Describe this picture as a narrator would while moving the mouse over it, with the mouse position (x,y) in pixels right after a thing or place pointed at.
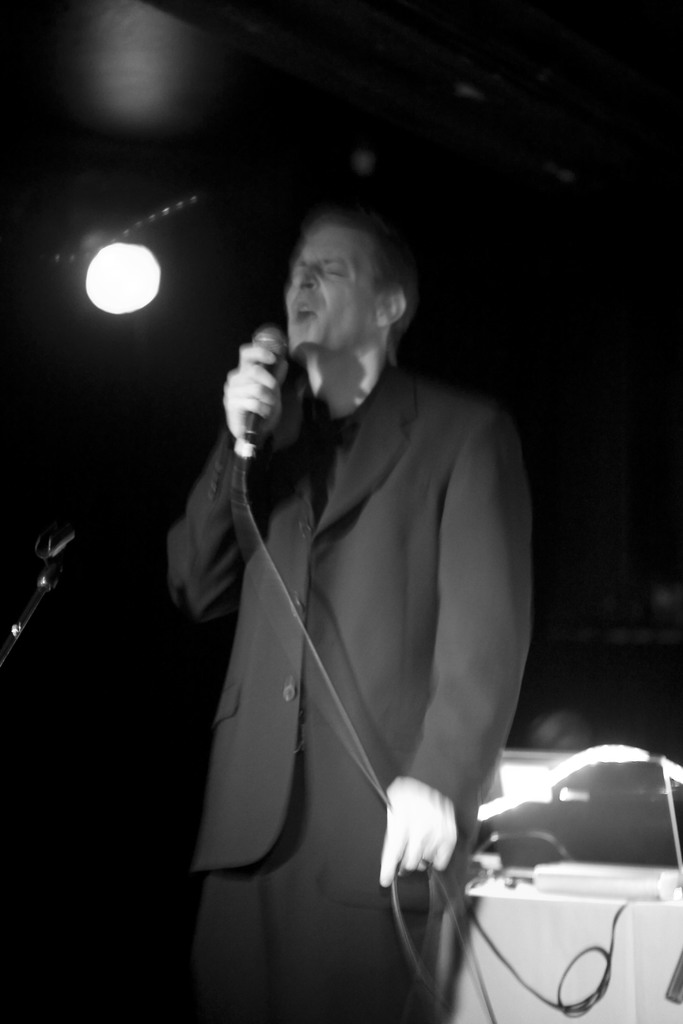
There is a man (214,969) standing in the center (351,416). He is wearing a suit (479,403) and he is holding a microphone (275,339) in his hand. He is singing a song.
